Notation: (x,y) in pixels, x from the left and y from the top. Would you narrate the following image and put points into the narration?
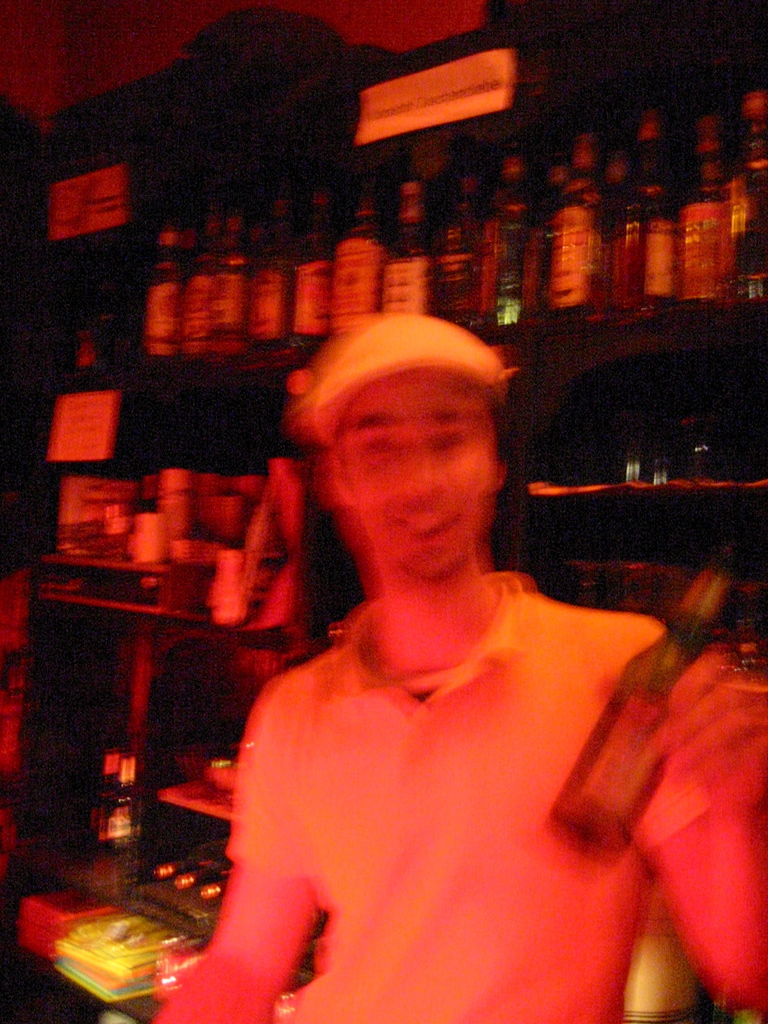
This picture looks slightly blurred. I can see a person (411,795) standing and holding a bottle (640,775) in his hand (672,753). In the background (176,253), I can see the bottles (235,341) and few other objects (227,551), which are placed in the rack (606,501).
